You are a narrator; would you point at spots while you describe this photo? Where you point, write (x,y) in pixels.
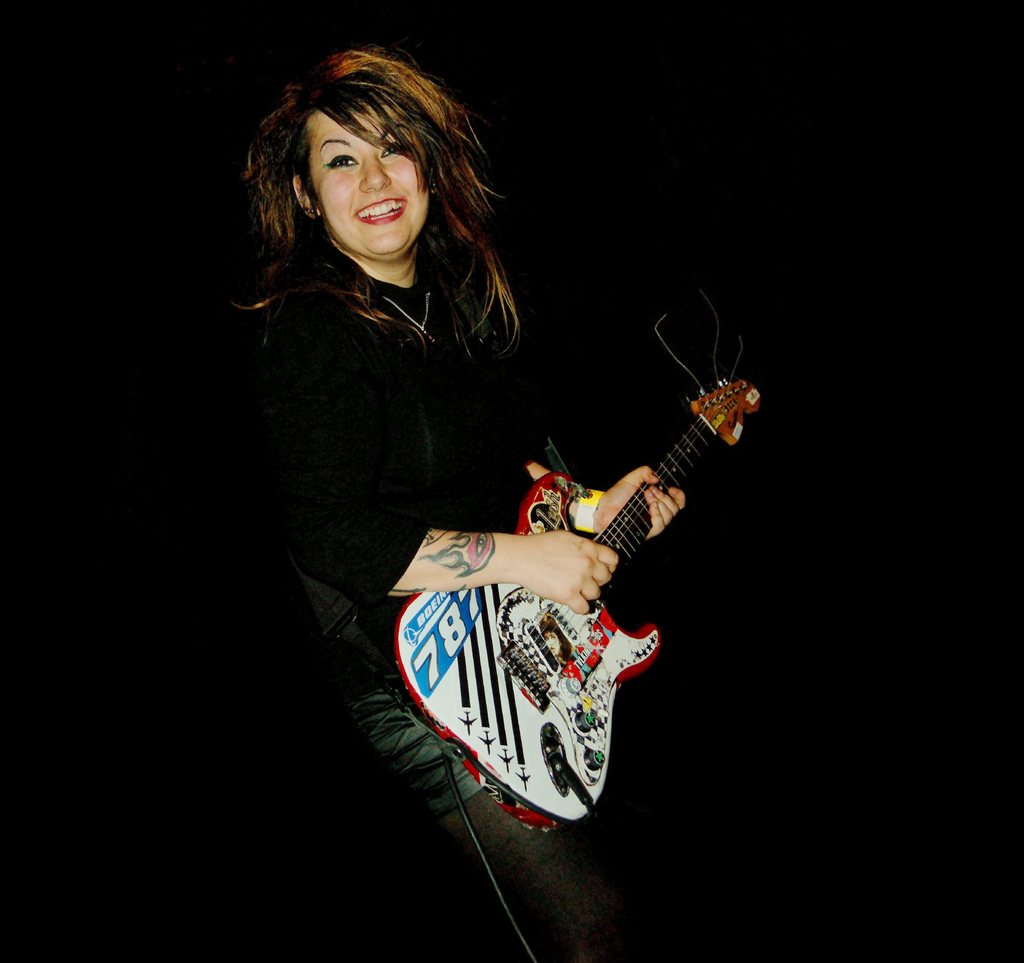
This picture shows a woman (368,313) standing with a smile on her face (316,181) and playing a guitar (424,685).
